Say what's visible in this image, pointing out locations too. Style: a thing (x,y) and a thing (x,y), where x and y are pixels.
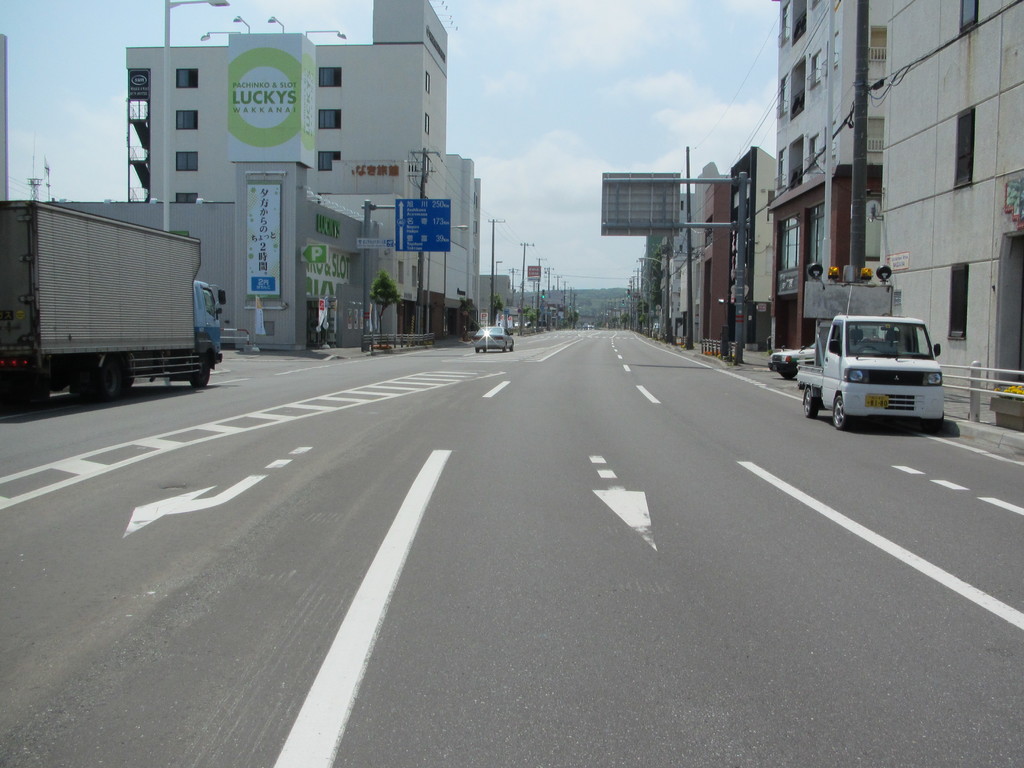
In the image we can see there are vehicles (864,379) on the road (733,403). We can even see there are buildings (977,185) and these are the windows (334,123) of the buildings (341,95). Here we can see light poles (166,80), electric poles (494,227) and electric wires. Here we can see boards (254,47) and text (249,89) on the boards (266,64). Here we can see the barrier (981,385), plant (378,297), hill (615,294) and the sky (617,71).
